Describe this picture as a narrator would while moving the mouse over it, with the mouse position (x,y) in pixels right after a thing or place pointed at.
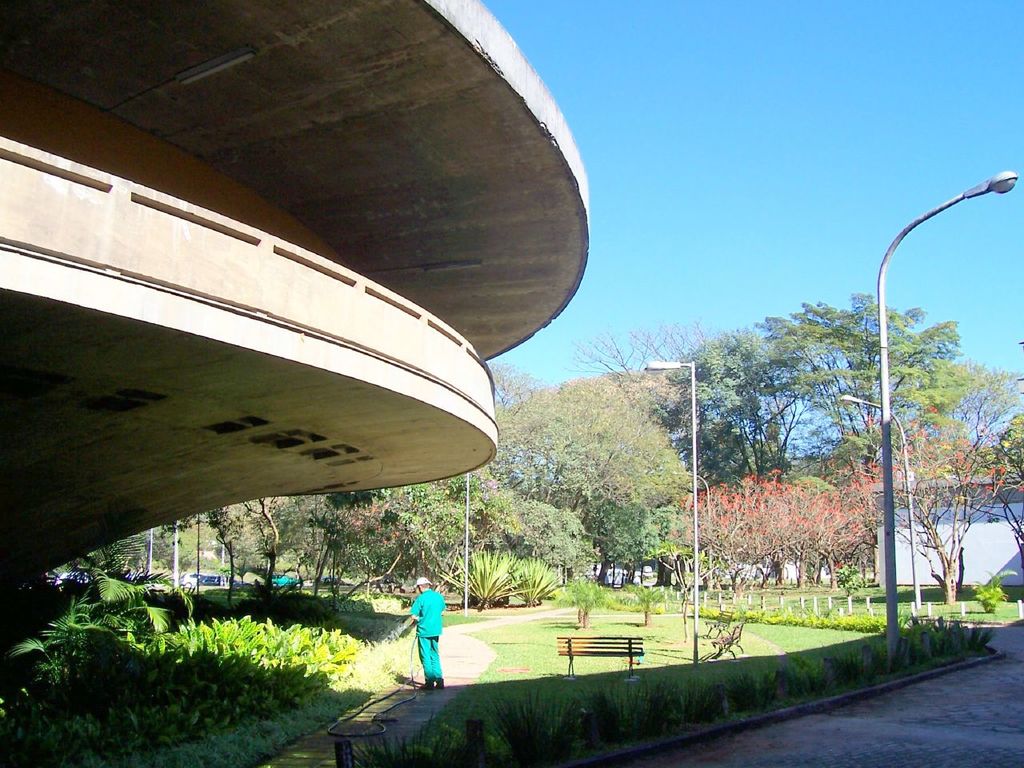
On the left (203,670) there are plants (157,641), trees (447,584), person (427,606) holding a pipe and watering and a building (338,467). In the center of the picture (566,466) there are trees (634,535), plants (645,613), grass (621,634), bench (607,648) and a lamp (647,371). On the right (859,459) there are trees (873,515), building (946,539), grass (1012,616), plants (860,663), path (963,700) and street light (993,184). Sky (829,258) is sunny.
